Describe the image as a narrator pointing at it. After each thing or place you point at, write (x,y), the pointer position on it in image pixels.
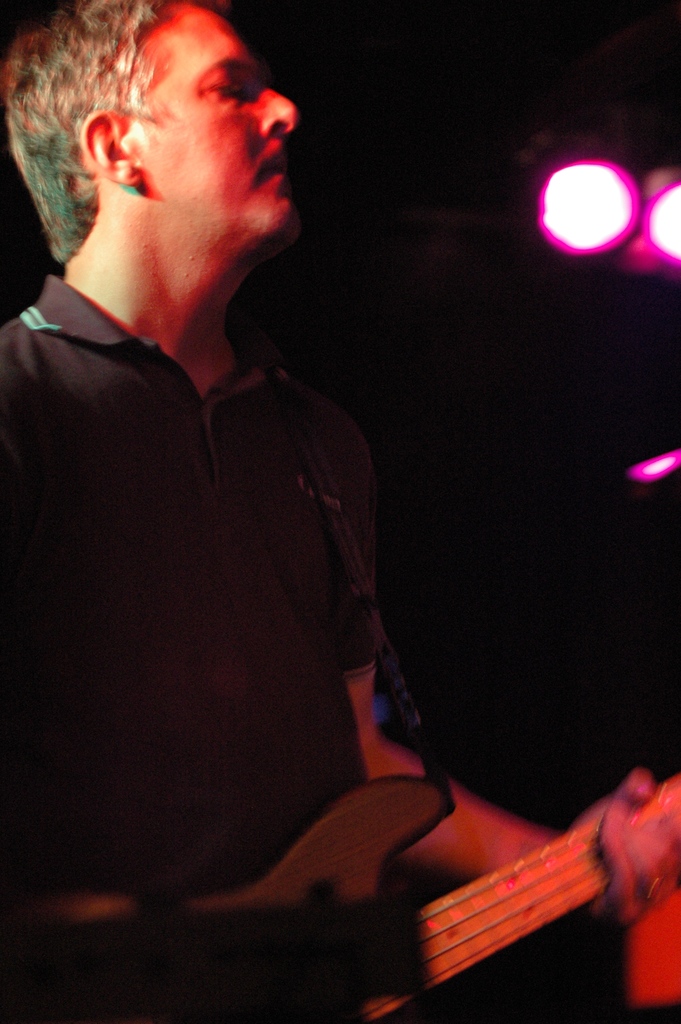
In this image there is a man (125,482) who is playing the guitar (253,903) with his hand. At the top (558,236) there are lights (623,213).
